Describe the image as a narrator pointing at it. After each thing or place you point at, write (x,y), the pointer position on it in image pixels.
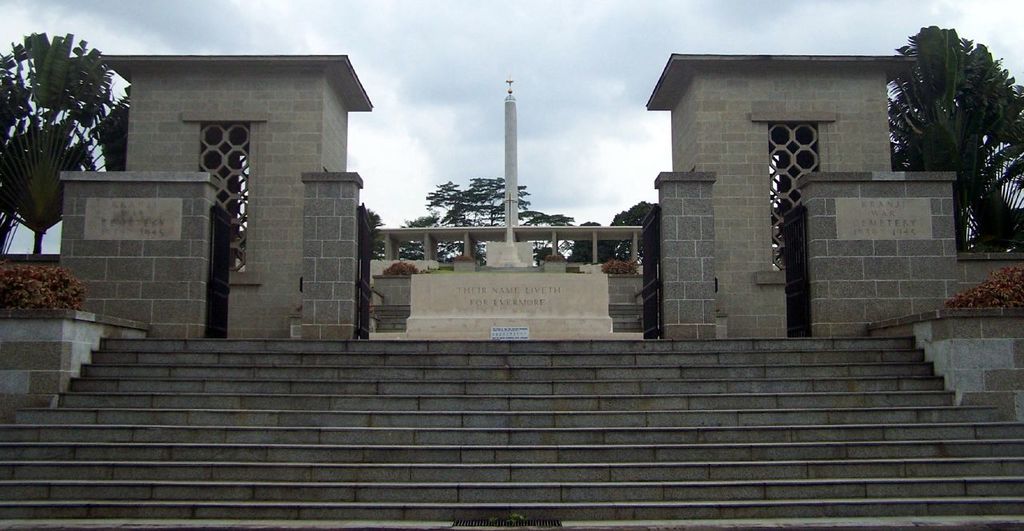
In this image we can see a memorial pillar (508,239). There are many trees (116,121) and plants (1019,290) in the image. There are staircases (398,460) in the image. We can see the cloudy sky (599,129) in the image. We can see some text (505,296) on the walls (504,279).
